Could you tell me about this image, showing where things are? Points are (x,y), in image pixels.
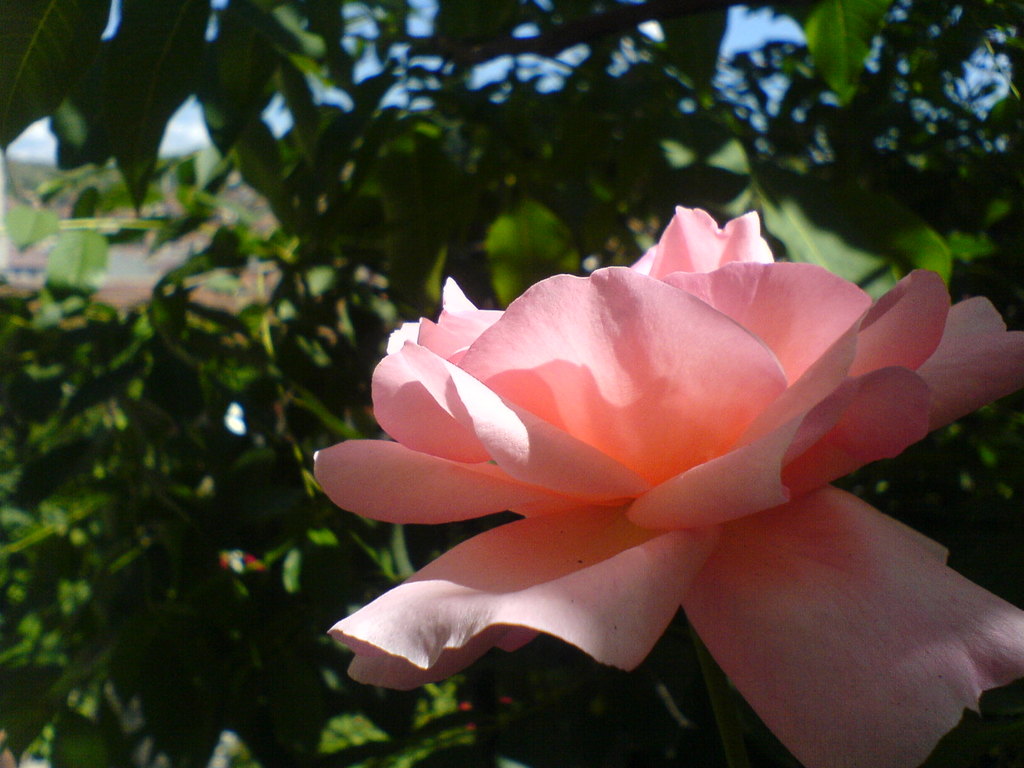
In this picture we can see a flower (514,460), few plants (298,194) and blurry background (269,121).
